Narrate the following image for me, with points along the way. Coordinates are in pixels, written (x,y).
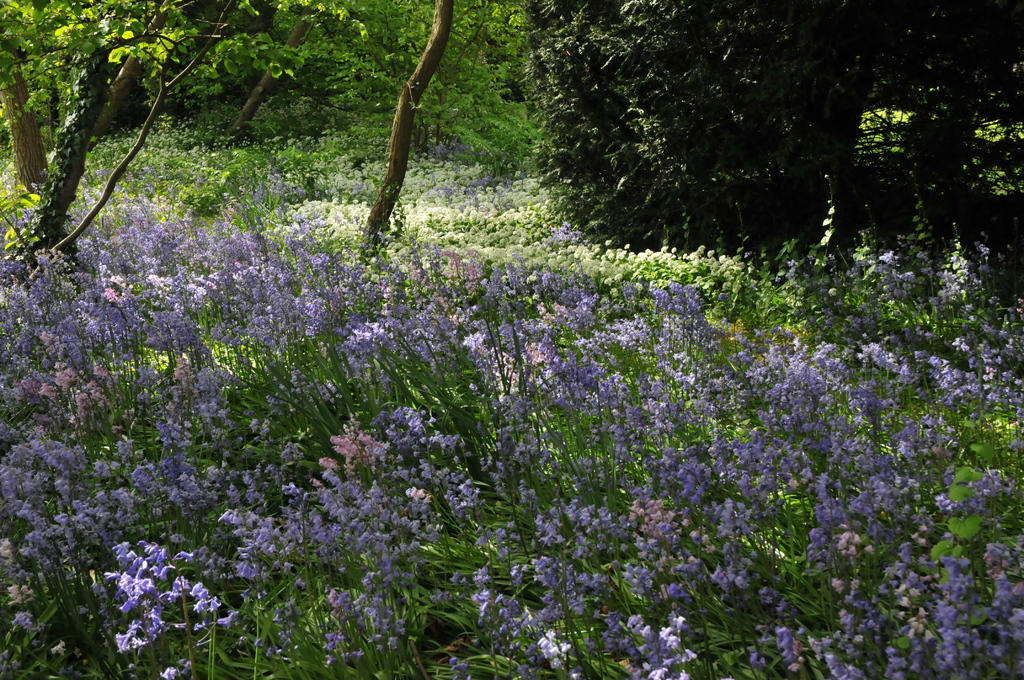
In this image, we can see flowers (454,504) and plants (750,637). Background we can see trees (15,112).
